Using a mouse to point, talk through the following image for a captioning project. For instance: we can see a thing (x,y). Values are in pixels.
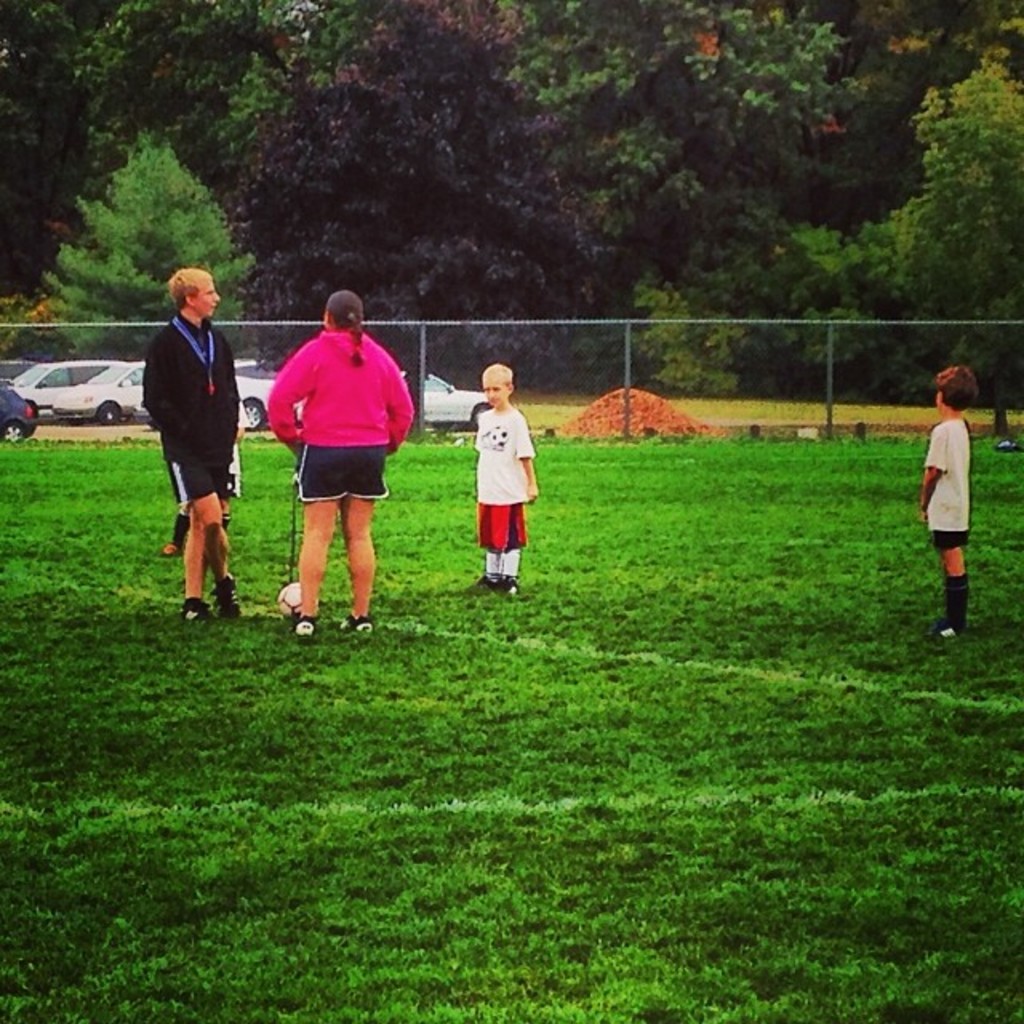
In this image I can see the group of people (354,382) standing. In front (370,403) the person (366,386) is wearing pink and black color dress (370,435). In the background (573,338) I can see the railing (587,367), few vehicles (6,388) and few trees (458,232) in green color.
